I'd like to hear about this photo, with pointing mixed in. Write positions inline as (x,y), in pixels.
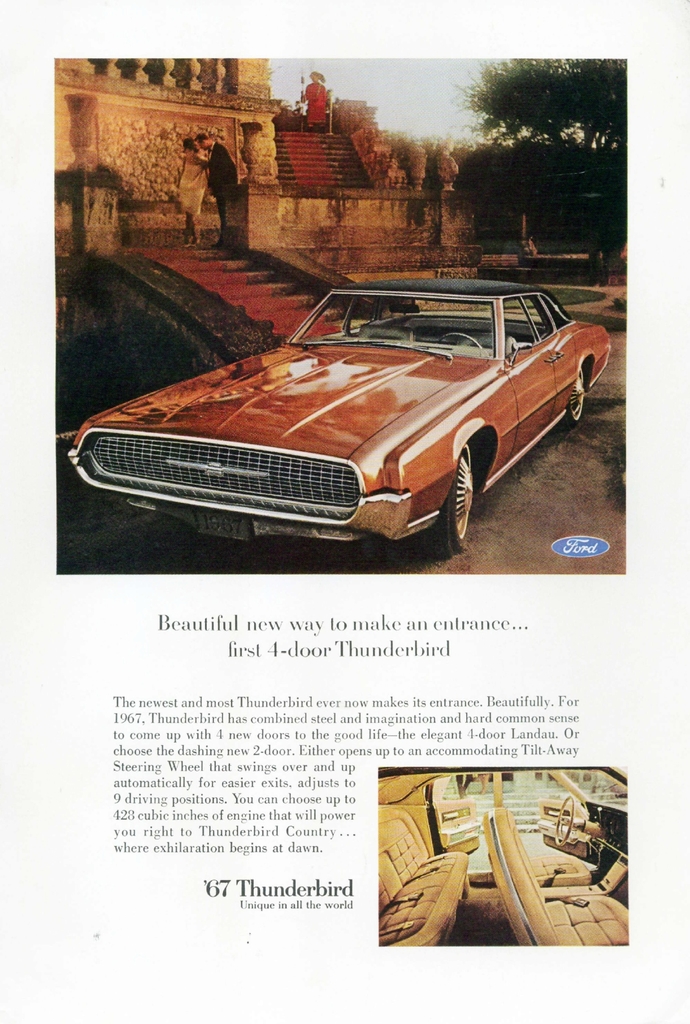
In this picture we can see the poster (315,900). At the top (487,333) there is a car (517,333) which is near to the stairs (241,275), beside that there are two persons (192,177) were standing. In the background (563,191) we can see trees (576,128) and sky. At the bottom (289,886) we can see the article (255,766). In the bottom right corner (553,877) we can see the inside view of the car (459,879).
